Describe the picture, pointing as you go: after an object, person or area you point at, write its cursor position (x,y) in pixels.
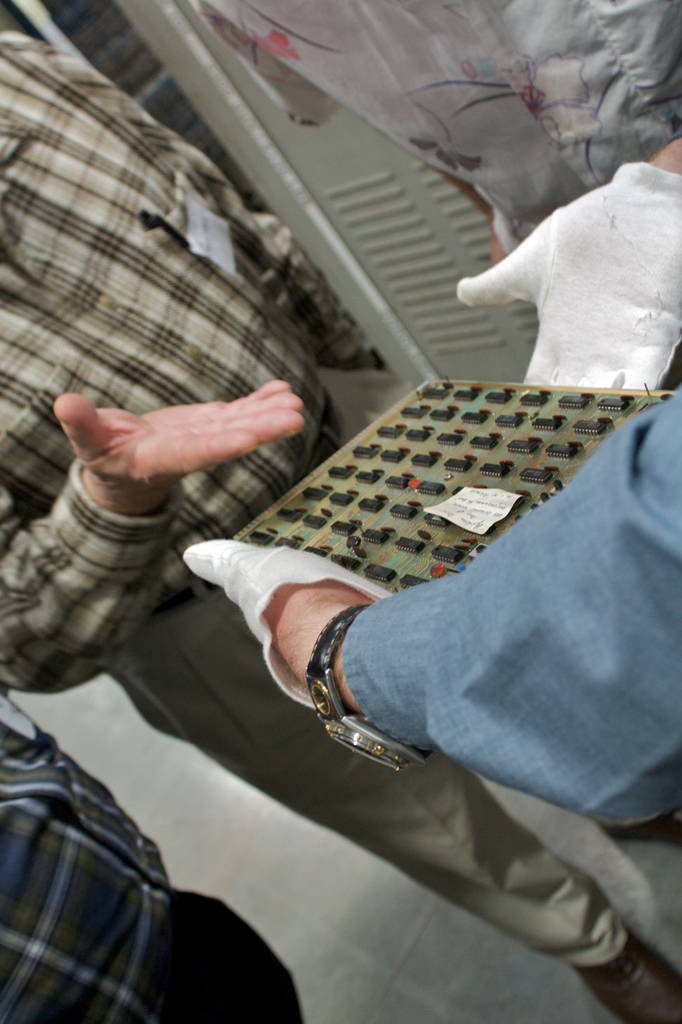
There is a person (206,562) on the right side of the image (590,553), it seems like holding an electric board (403,472) and people (220,310) standing around it, it seems like a cupboard (342,216) in the background area (278,178).
